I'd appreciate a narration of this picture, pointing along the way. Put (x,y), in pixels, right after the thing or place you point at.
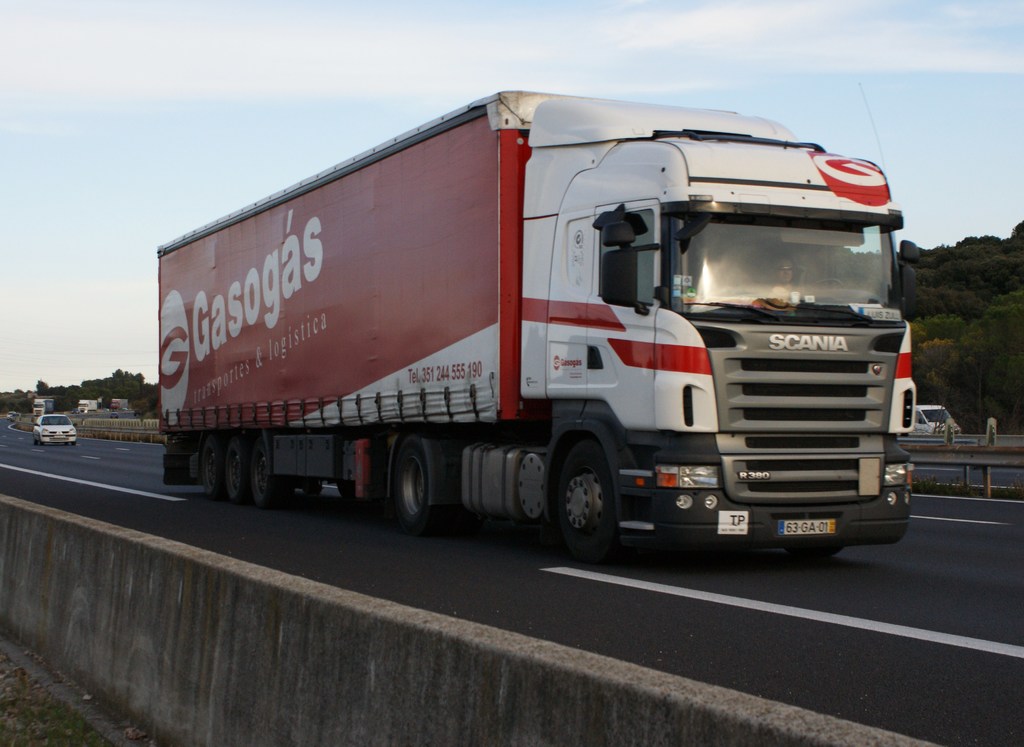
In this image, we can see vehicles (643,452) on the road (228,530) and in the background (143,396), there is a wall (553,679) and we can see trees (968,355) and a fence (956,465). At the top (250,87), there is sky (269,87).
